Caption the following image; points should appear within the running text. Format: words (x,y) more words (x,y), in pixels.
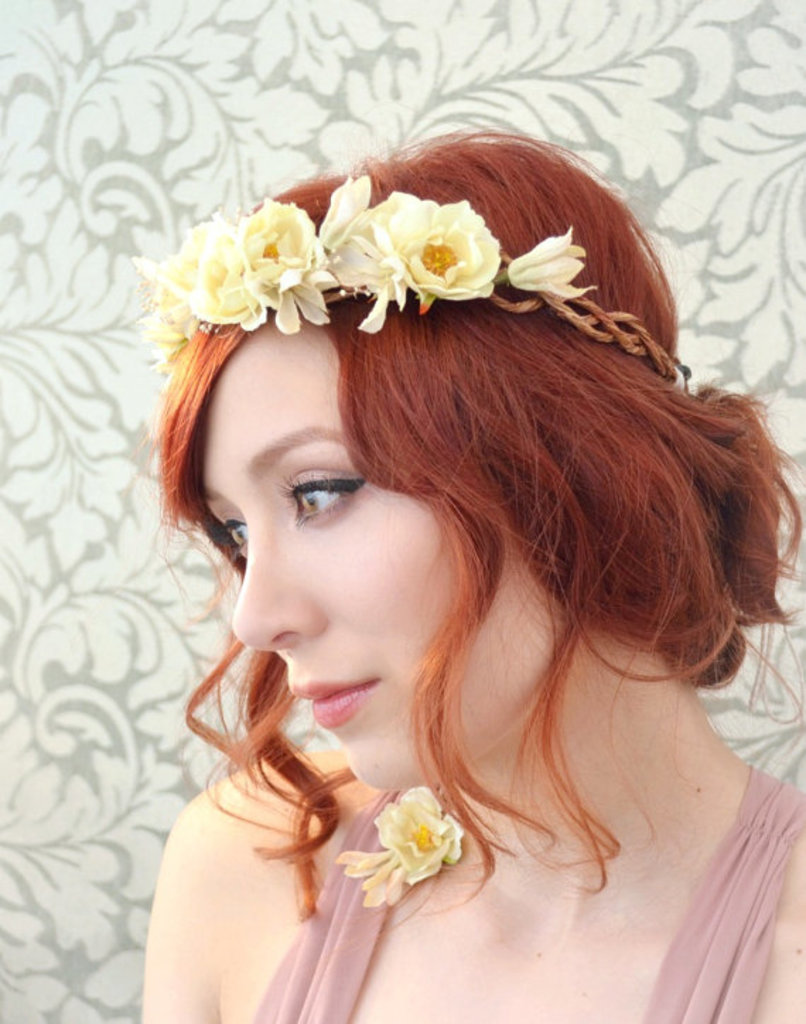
In the image there is a woman (402,555) in red hair (567,539) and pink dress (356,832) with a flower crown (509,276) on her head (546,174) and behind her there is a designer wall (126,377).
